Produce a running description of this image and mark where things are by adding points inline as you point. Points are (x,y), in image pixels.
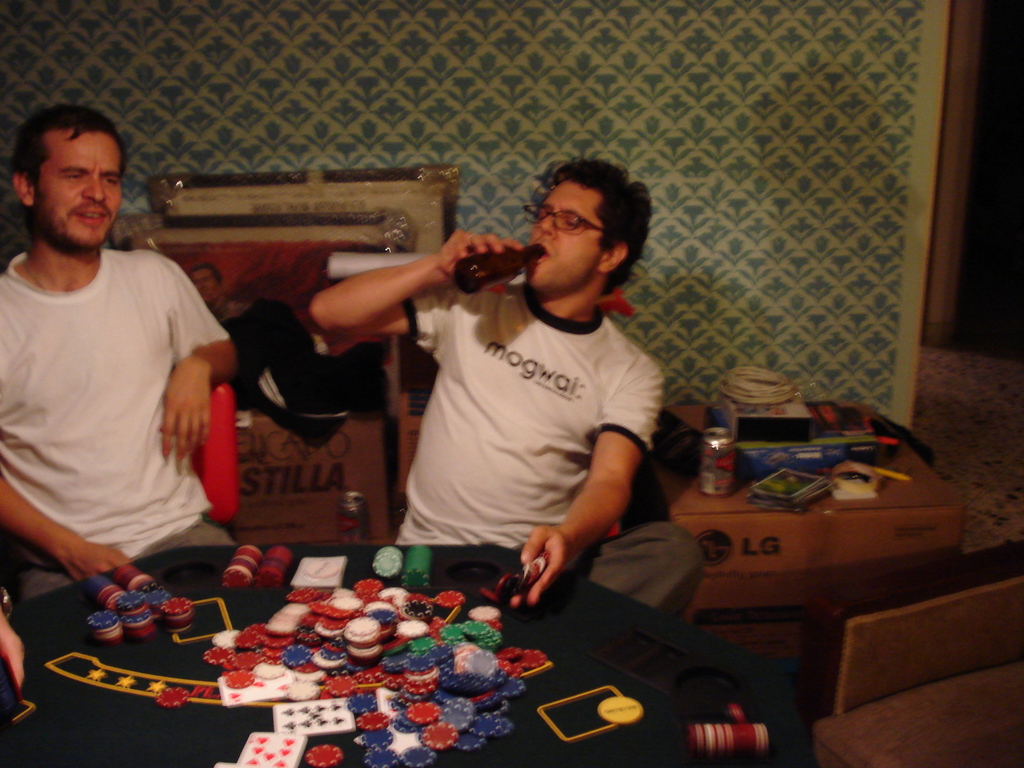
This image is taken inside a room (354,351). There are two persons (90,191) sitting on the chairs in this room (343,721). In the middle of the image (355,277) a man (655,556) is sitting on the chair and drinking. In the left side of the image (165,282) a man (76,554) is sitting on the chair (234,463) and there is a table (40,763) with few things (237,635) on it. In the right side of the image (928,640) there is an empty chair (957,680). In the background (690,135) there is a wall (394,48) and there are two frames (280,227), cardboard box (840,531) and few things (754,445) on it.
